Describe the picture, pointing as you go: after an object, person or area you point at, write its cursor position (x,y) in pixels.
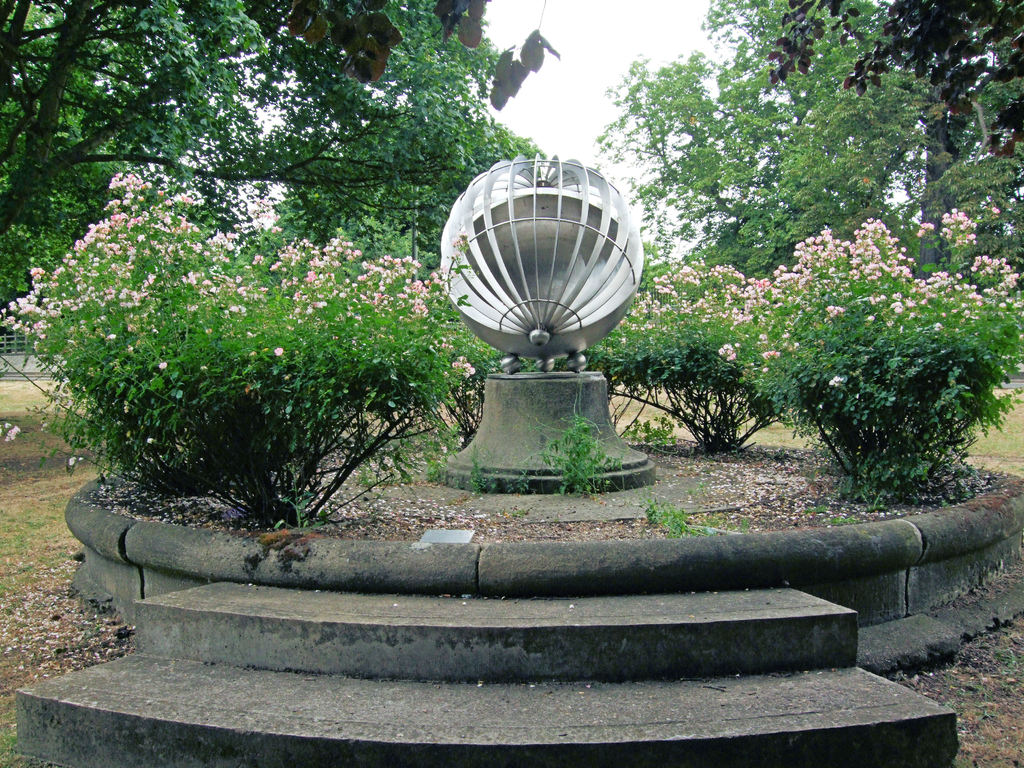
In this picture there is a round structure (543,210) which is kept on the stone (555,411). Beside that I can see many flowers (900,311) on the plants (751,363). At the bottom (324,705) there are stairs (636,663). In the background (443,123) I can see many trees (19,156) and fencing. At the top (632,16) there is a sky (614,22).
